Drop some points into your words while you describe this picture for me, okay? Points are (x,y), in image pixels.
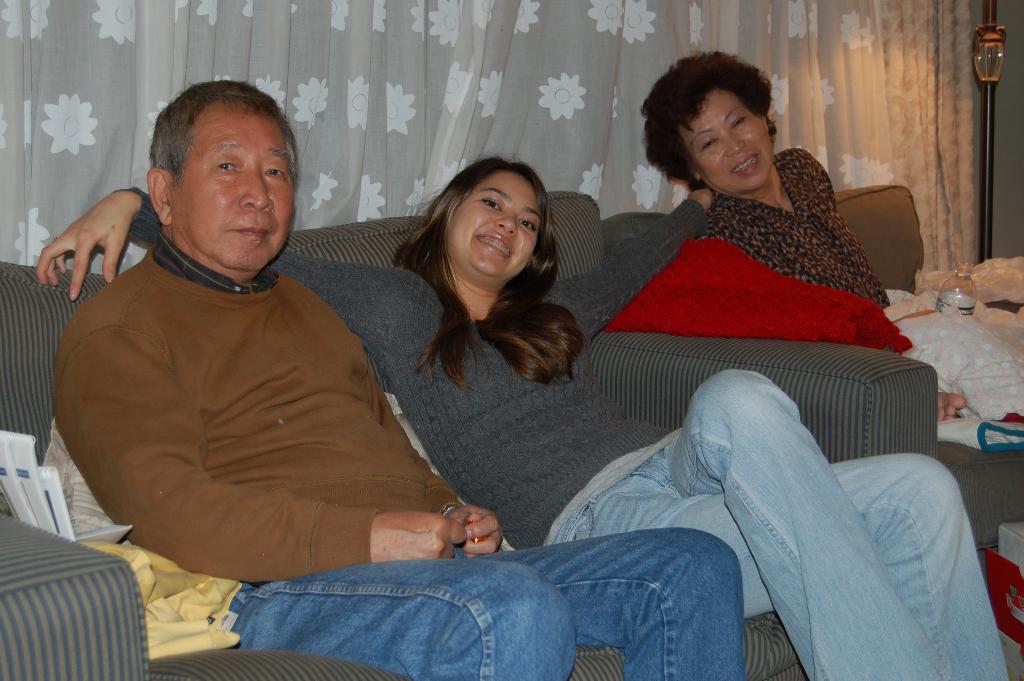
This picture is clicked inside the room (466,85). Here, we see three people (706,171) sitting on sofa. On the left corner of the picture (286,350), man (224,395) wearing brown t-shirt (224,386) and blue jeans (471,658) is sitting beside the girl (418,373) wearing grey t-shirt (481,434) and she is laughing. Beside her, we see a red bed sheet (754,326) and in front of a woman (778,249) wearing black shirt (851,250), we see white cloth (959,348) and water bottle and behind them we see curtain (413,79) which is white in color.
